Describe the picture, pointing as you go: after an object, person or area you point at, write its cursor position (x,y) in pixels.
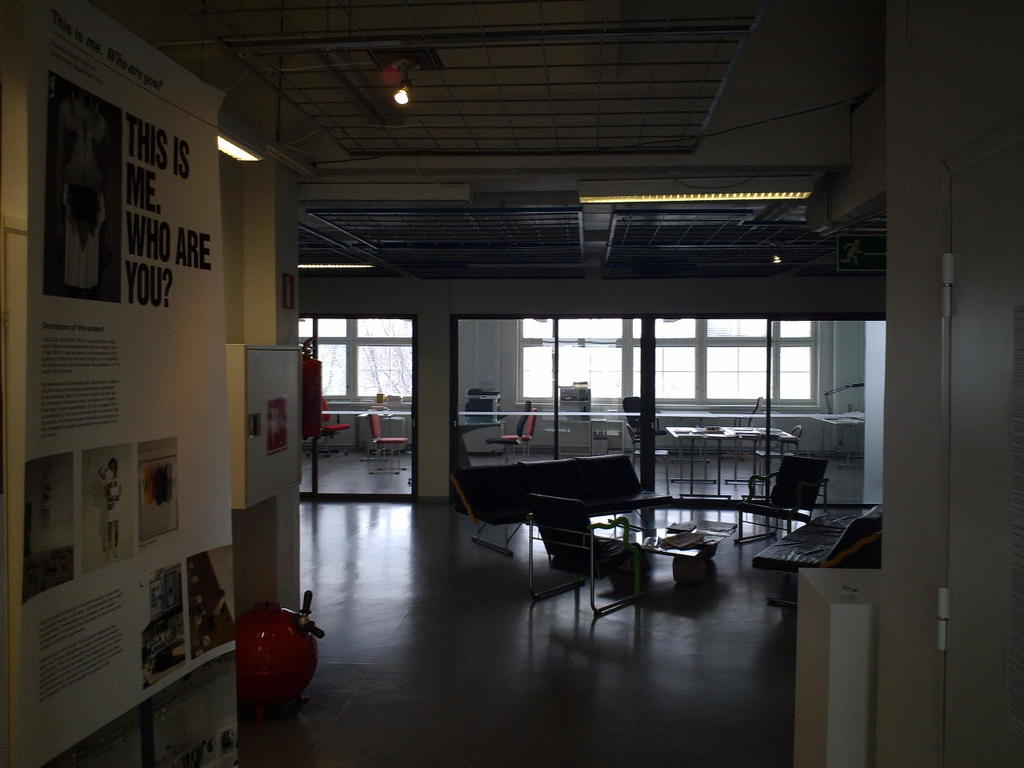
This is an inside view. On the left side (98,465) I can see a poster (103,240) is attached to the wall (20,316). In the background (661,451) there are some tables (678,558), chairs (551,521) on the floor (515,610) and also I can see the windows (613,349). On the right side (959,480) there is a door (985,521). On the top (702,196) I can see the lights (615,197).
